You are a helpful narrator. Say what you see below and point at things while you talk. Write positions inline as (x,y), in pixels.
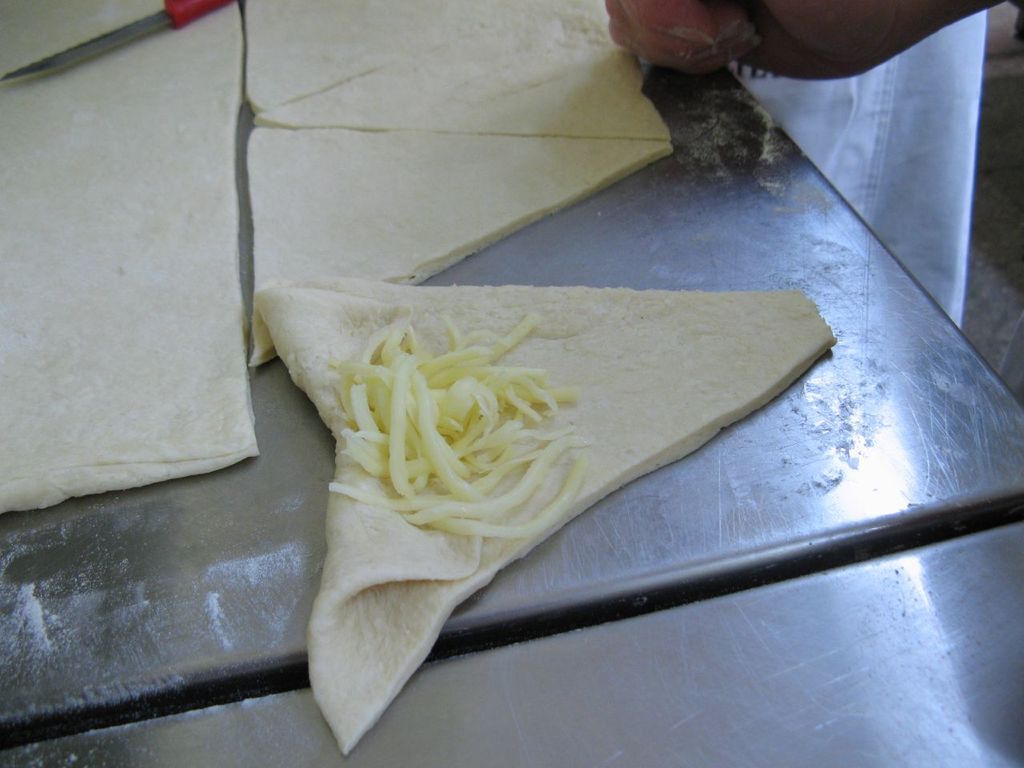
In this image there is a food item (186,226) cut into pieces (307,84), there is another food item (428,370) on one of the slice (441,308) on the table (583,237), there is a knife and a person hand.
